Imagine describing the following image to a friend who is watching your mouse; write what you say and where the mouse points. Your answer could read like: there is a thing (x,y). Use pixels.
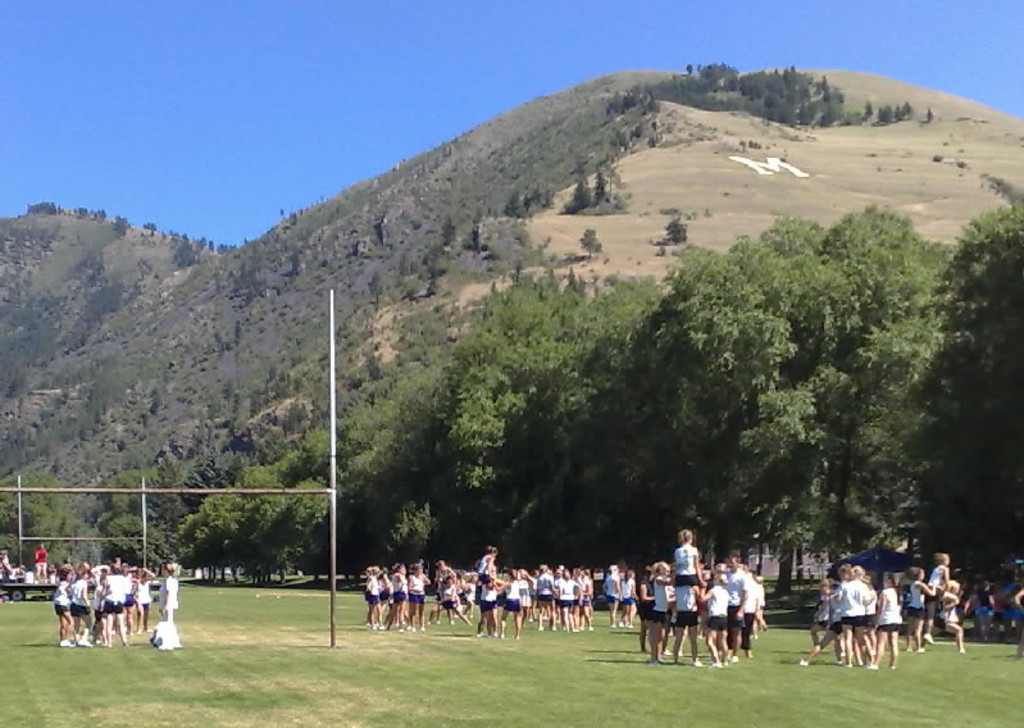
This picture is clicked outside. In the foreground (566,618) we can see the group of people (580,620) standing on the ground (778,682) and we can see the three people (688,569) sitting on the shoulders (698,587). In the foreground (638,692) we can see the grass (353,661), and on the left (334,497) we can see the metal rods (332,568), a vehicle like object (45,587). In the center (659,350) we can see the trees (495,476) and some objects (908,565). In the background (326,80) we can see the sky (419,100), rocks (552,151), plants (596,109), green grass (463,187) and an alphabet (766,164) on the rock (792,157).
